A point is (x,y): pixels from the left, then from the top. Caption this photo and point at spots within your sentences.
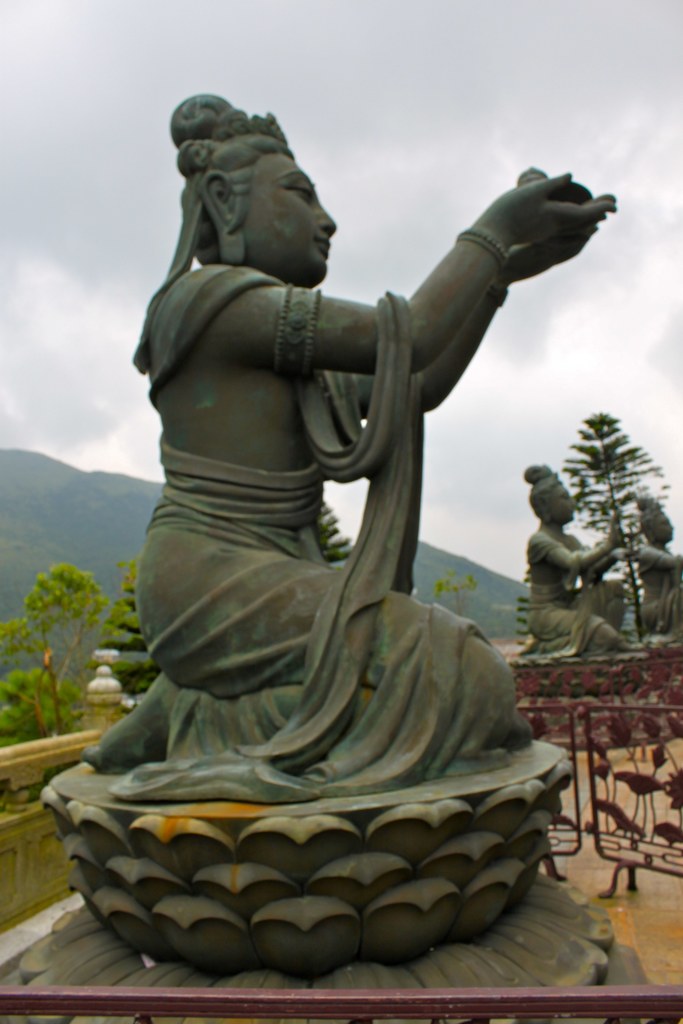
In this image we can see statues (571,542) and barriers (650,784). In the background (125,668), we can see trees (93,605) and mountains (62,492). The sky (49,113) is covered with clouds (64,276).
